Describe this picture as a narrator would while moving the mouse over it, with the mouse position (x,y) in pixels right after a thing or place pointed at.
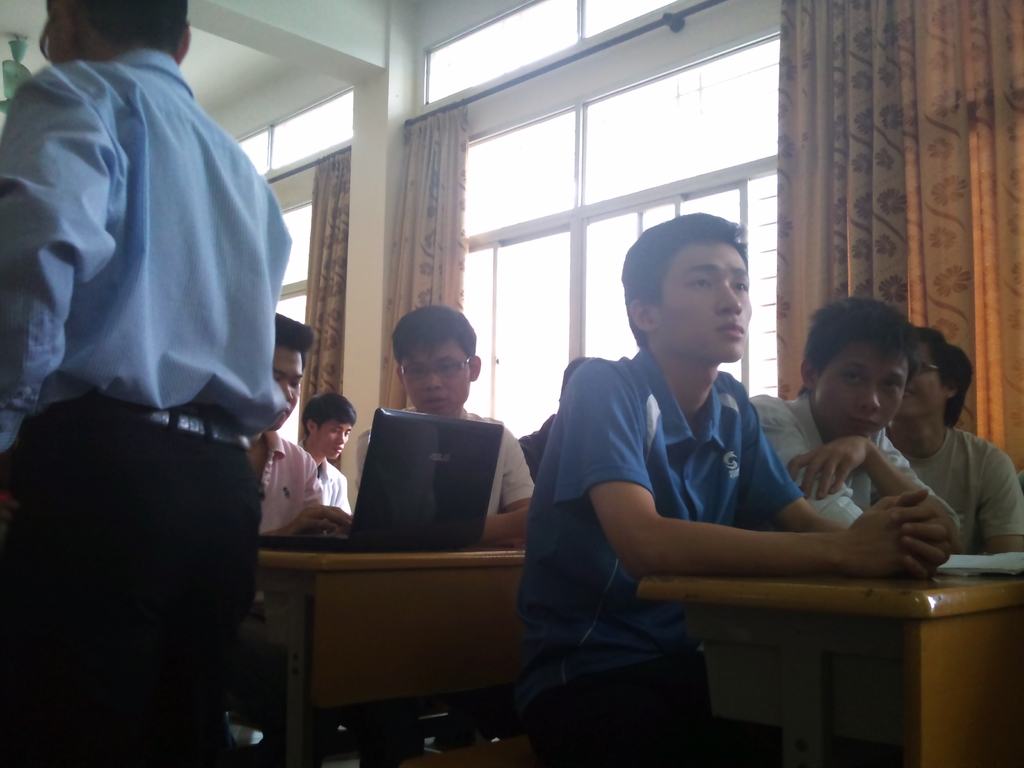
In this image I can see the group of people (429,350) sitting in front of the table (778,591). On the table (346,570) there is a laptop (358,514) and one person (129,348) is standing. In the background (485,163) there are curtains (850,81) to the window (605,230).
